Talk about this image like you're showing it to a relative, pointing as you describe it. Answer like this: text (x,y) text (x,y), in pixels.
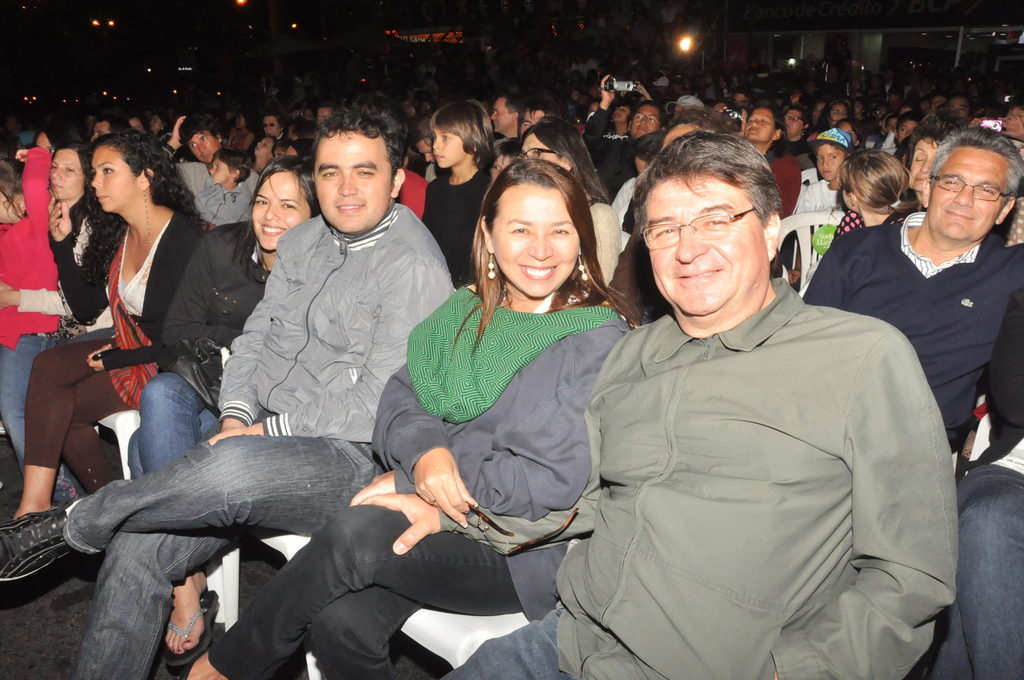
In this image we can see few persons (165,279) are sitting on the chairs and a person (608,110) among them is holding a camera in the hands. In the background (519,69) the image is dark but we can see many people (615,95), lights (397,33) and a building (924,16).
